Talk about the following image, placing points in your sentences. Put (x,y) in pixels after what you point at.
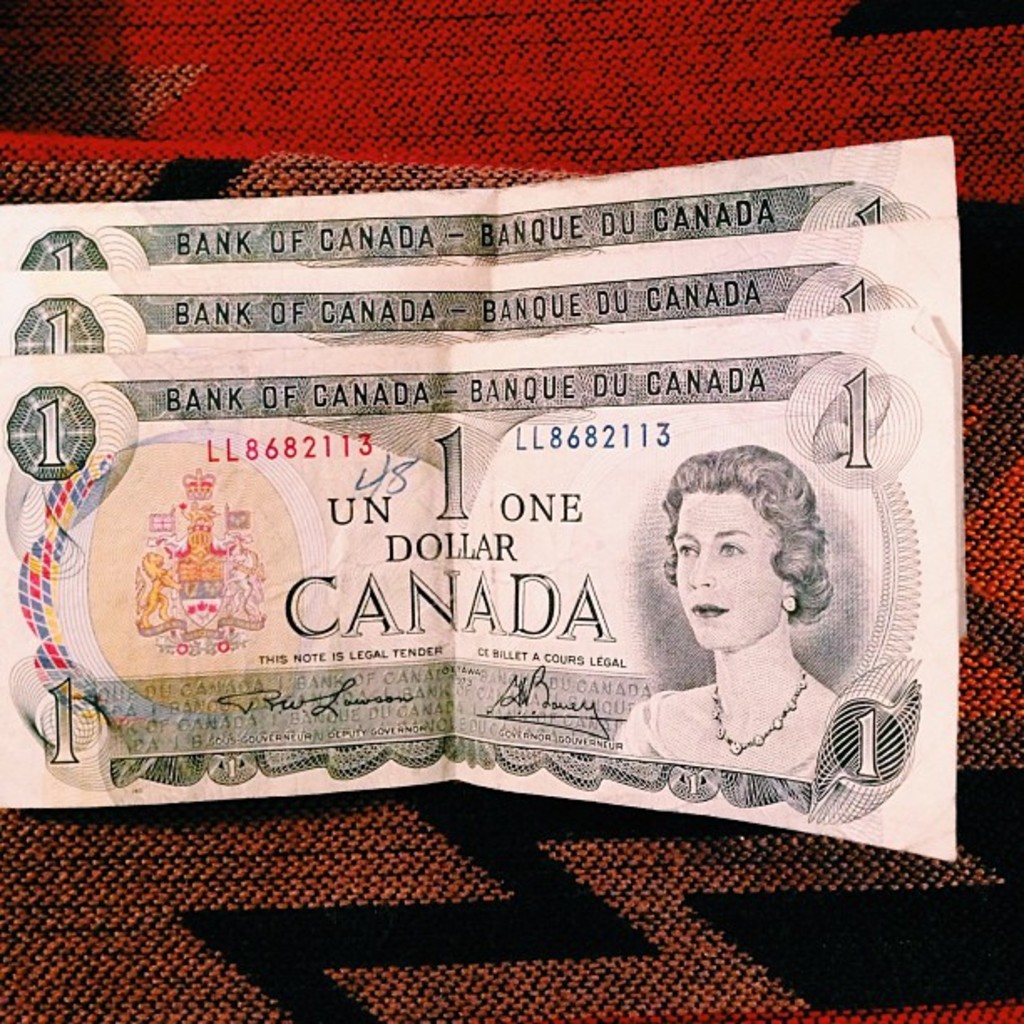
In this picture there are one dollar currency notes (372,352) in the center of the image (489,500).
